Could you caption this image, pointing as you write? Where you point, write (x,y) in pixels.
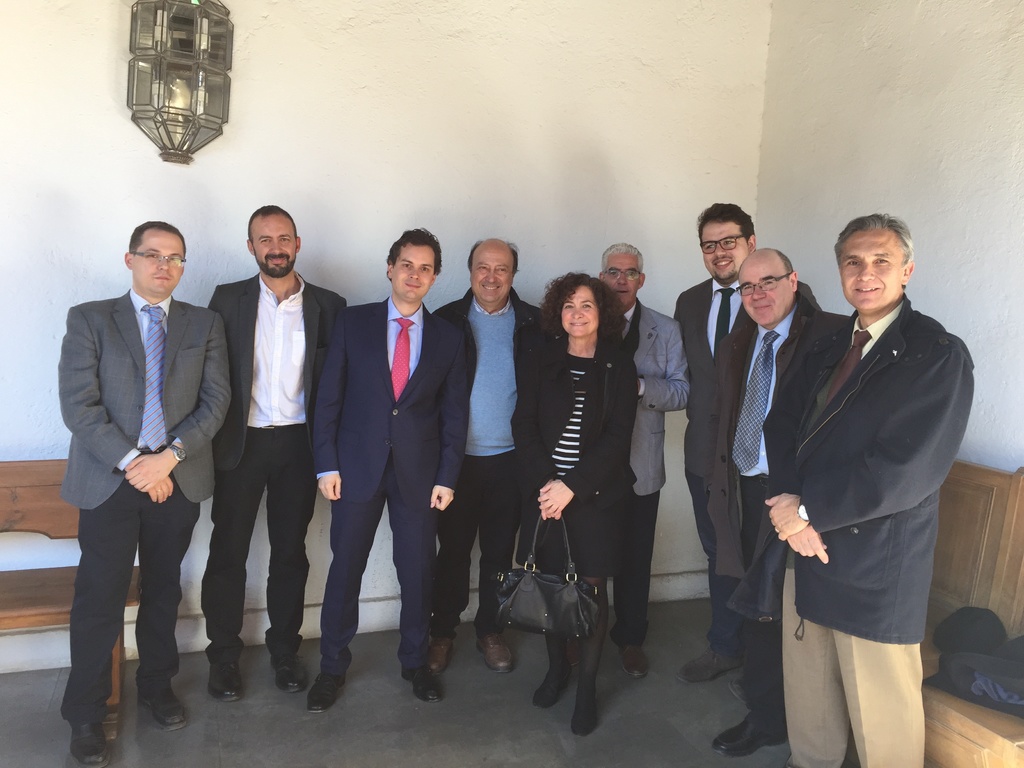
In this image I can see a group of people (788,283) standing and posing for the picture. I can see some wooden benches (946,510) and a wall (40,553) with a lamp (147,4) behind them.
